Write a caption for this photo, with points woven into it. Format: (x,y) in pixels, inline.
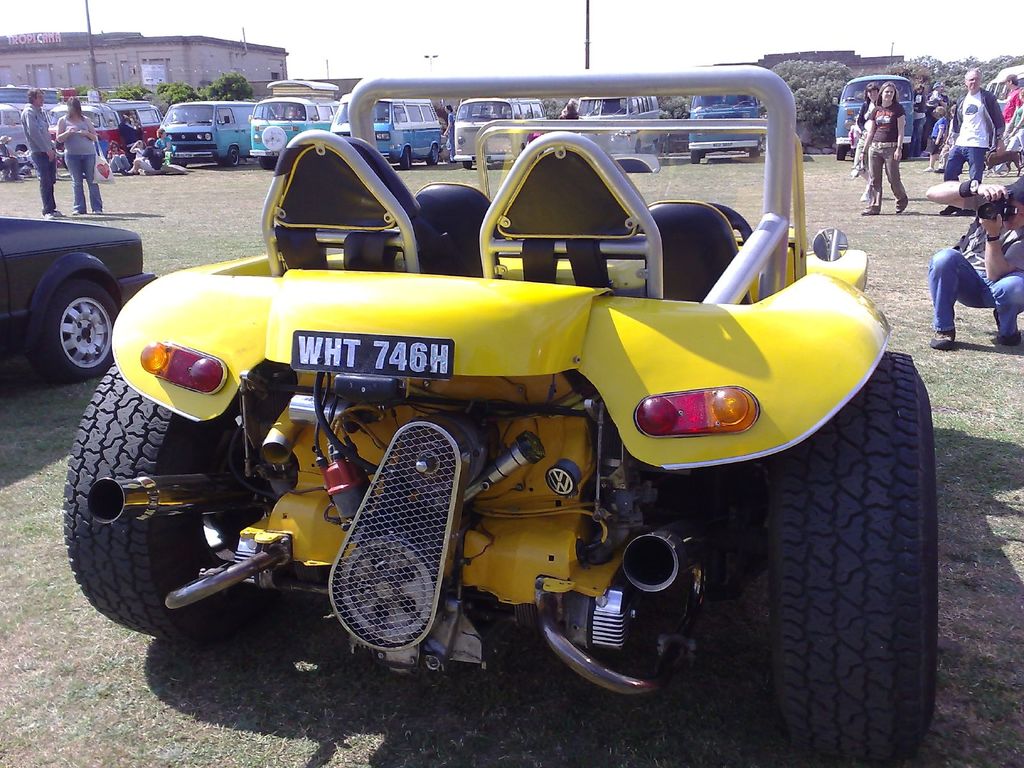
In this image we can see the vehicles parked on the grass (928,236). We can also see the people (981,179). There is also a man (995,254) holding the camera (991,214) and capturing the photograph on the right (1003,205). We can also see the building (162,63), trees (145,89), poles (588,40) and also the sky (412,69).
